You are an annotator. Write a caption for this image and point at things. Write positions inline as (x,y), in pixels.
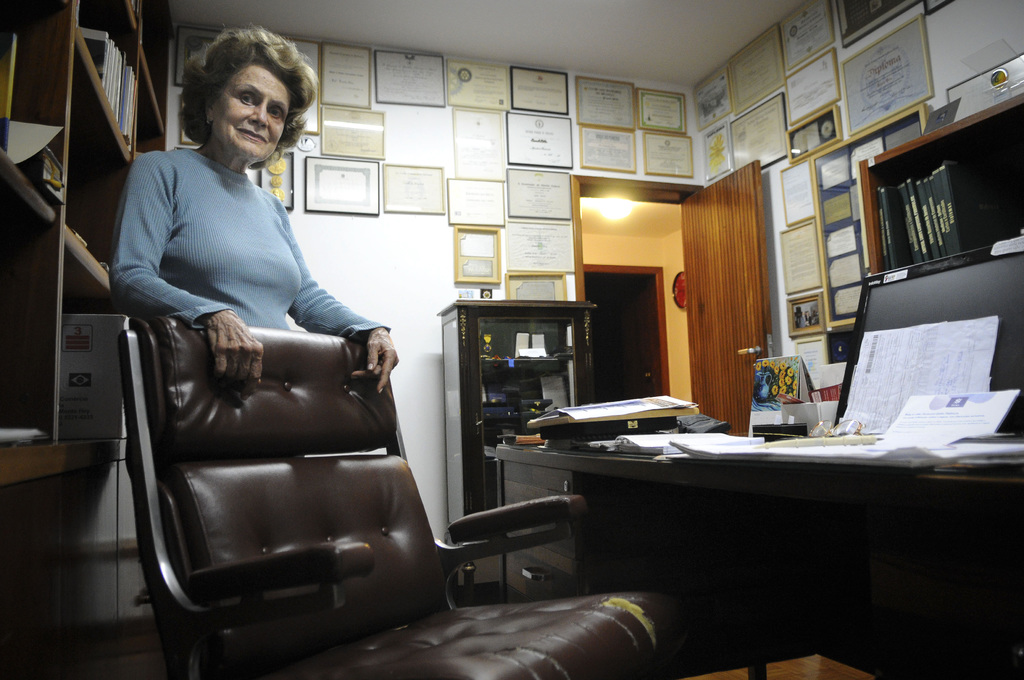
In this image I can see a woman (155,170) and I can also see a smile (255,131) on her face (263,140). I can see number of certificates (740,92) on these walls (356,290). Here I can see a chair (442,629), a table (909,502), a monitor (957,316) and few papers (996,456).
